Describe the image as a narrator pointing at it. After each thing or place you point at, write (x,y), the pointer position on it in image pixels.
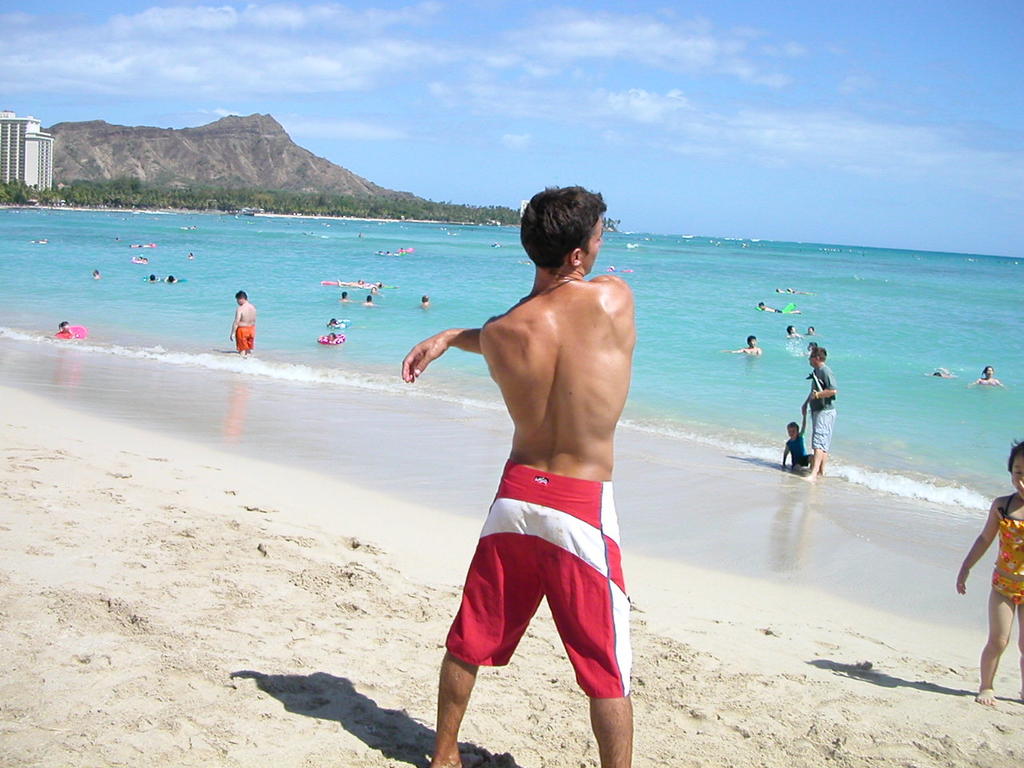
The image is taken in a beach (411,763). In the foreground of the picture (547,557) there is a person (515,500) and there is sand (303,564). In the center of the picture (674,289) there is a water body (339,313), in the water (214,264) there are many people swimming and playing. In the background (423,202) towards left (175,162) there are trees (441,215), mountain (138,162) and buildings (39,158). At the top (618,68) it is sky (667,85), sky (672,114) is partially cloudy.
